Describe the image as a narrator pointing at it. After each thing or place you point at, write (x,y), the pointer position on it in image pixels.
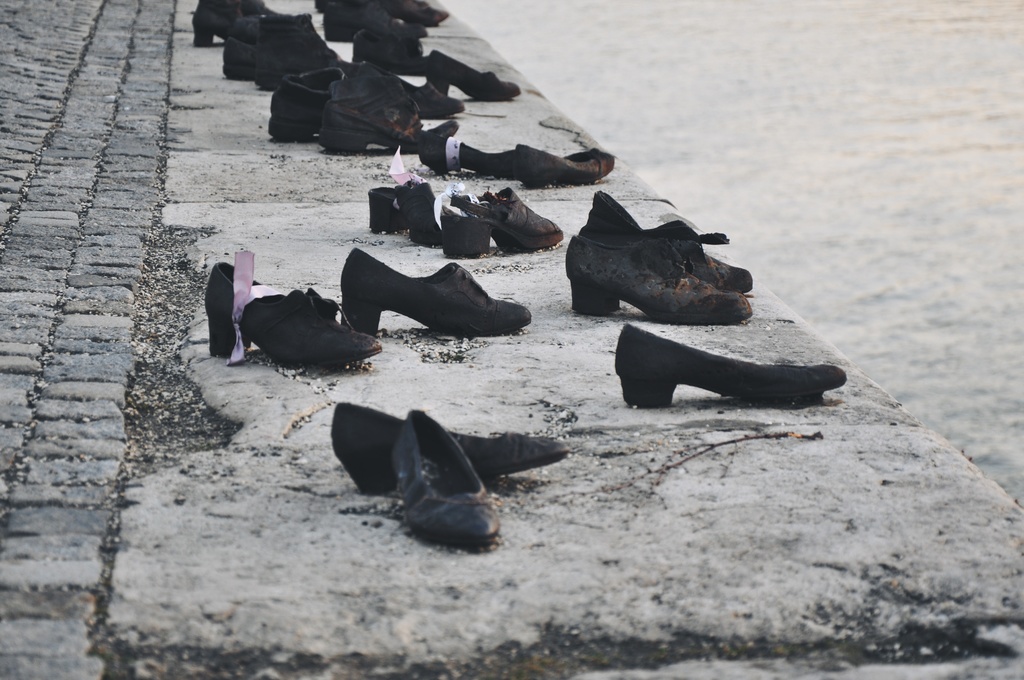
In the center of the image (638,270) we can see shoes (313,315) placed on the ground (736,422). On the right side of the image (893,376) we can see water (917,229).
